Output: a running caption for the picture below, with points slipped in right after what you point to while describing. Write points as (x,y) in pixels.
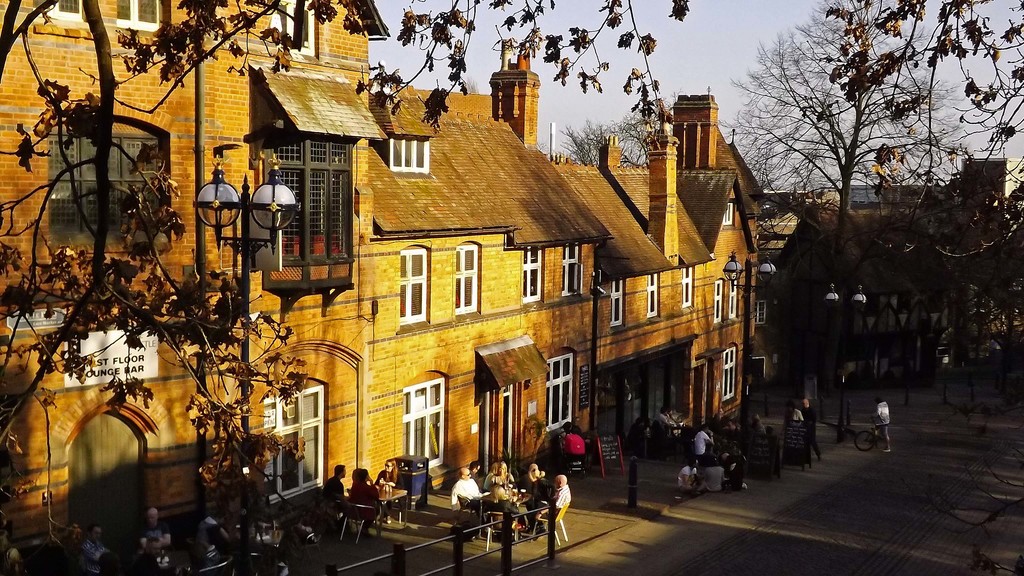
As we can see in the image there are buildings (477,287), windows (462,296), streetlamp (226,198), trees (228,287), few people (518,520) walking here and there, bicycle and there is a sky (674,51).
